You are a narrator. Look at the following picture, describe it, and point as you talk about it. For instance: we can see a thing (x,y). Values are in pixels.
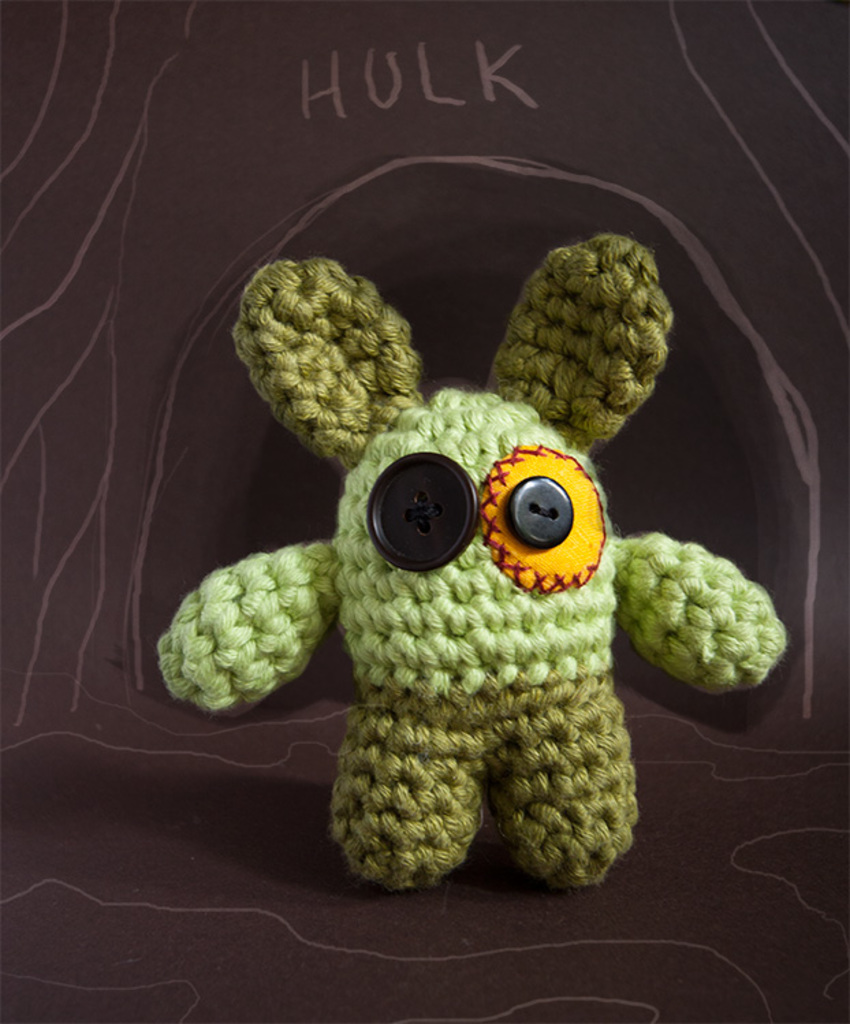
In the image there is a structure (481,455) made up of woolen threads (438,587) and buttons (561,523), behind that object (276,268) it is mentioned as hulk in the background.
